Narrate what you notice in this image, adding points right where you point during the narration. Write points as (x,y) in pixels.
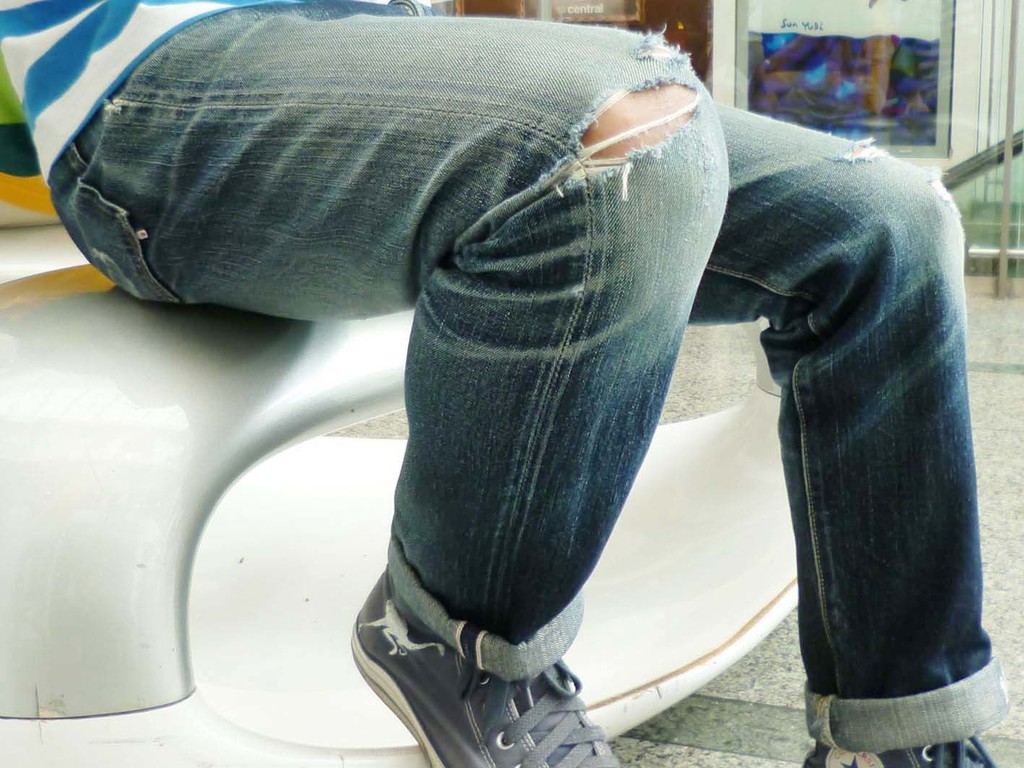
In the image, only the legs (558,57) of a man (556,57) are visible and the man (460,172) wore torn jeans (618,431) and shoes (553,737), there are some showrooms (804,41) behind the man (598,29).
